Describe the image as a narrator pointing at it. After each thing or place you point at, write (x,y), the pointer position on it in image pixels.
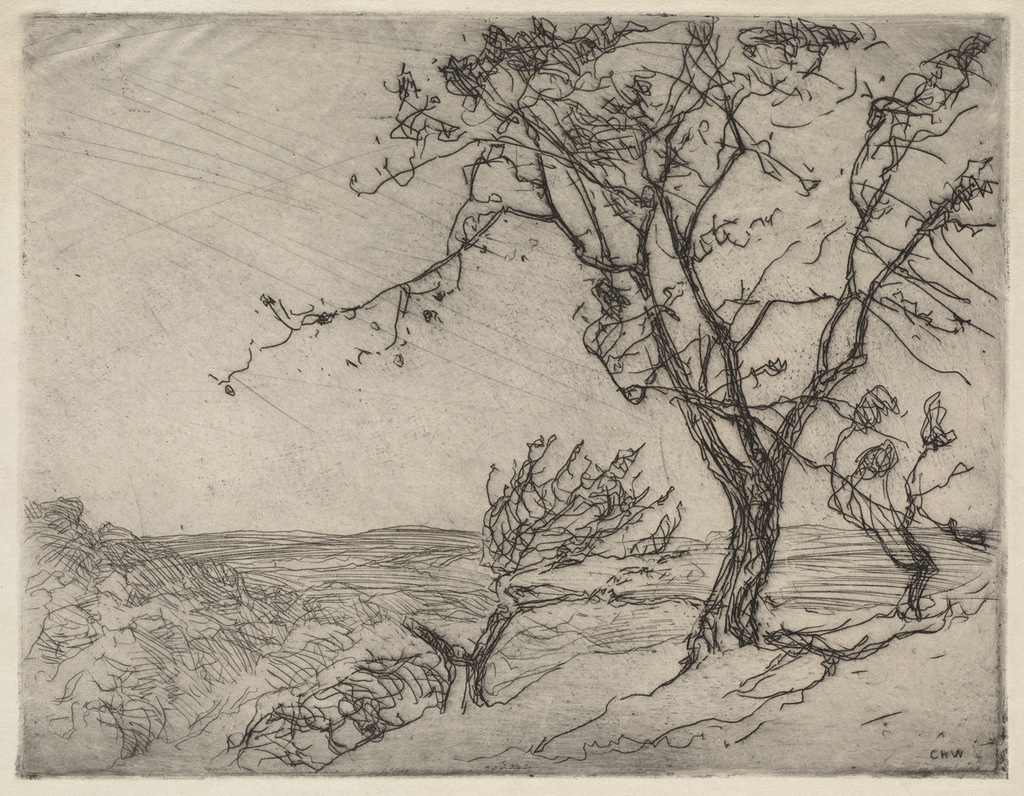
In this image I can see a drawing of some trees (536,122) and the ground (242,705). The background (120,392) is in white color.
